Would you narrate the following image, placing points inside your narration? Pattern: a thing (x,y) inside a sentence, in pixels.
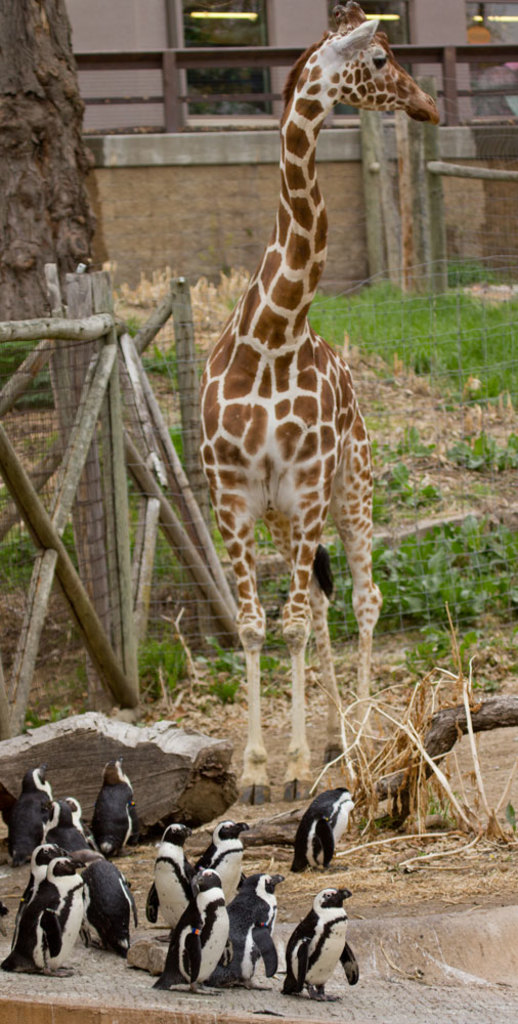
In this picture I can see the giraffe (269,333) standing near to the stones (47,761) and fencing (140,479). In the background (428,4) I can see the building (332,115) and wall partition (487,222). At the bottom (311,844) I can see many penguins (179,917). On the right (454,597) I can see the green grass (510,339).
